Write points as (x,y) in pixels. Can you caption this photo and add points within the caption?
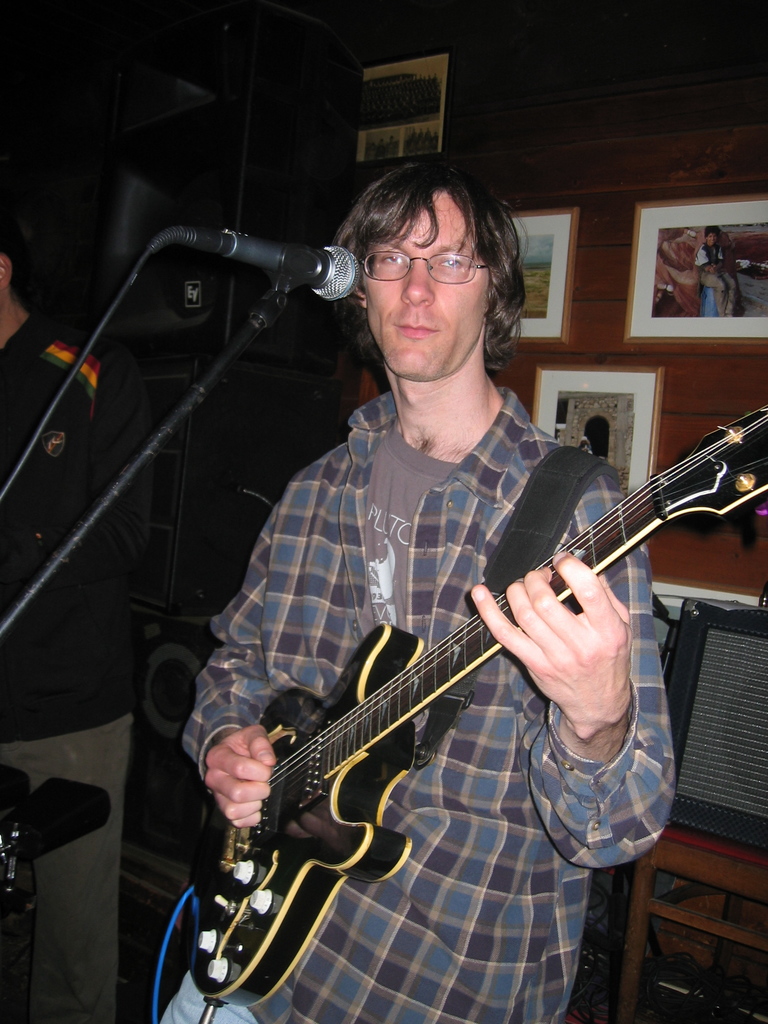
In the image we can see there is a man (362,560) who is holding guitar (336,726) in his hand (607,592).
